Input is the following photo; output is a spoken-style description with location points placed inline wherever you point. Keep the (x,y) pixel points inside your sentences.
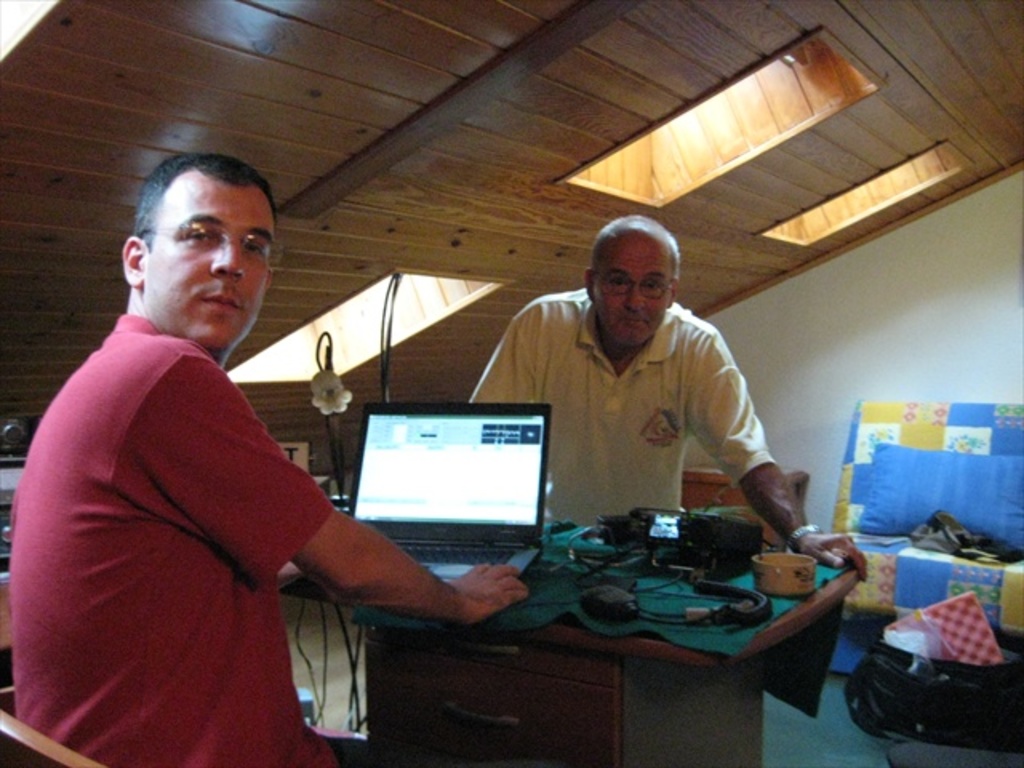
In this image there are 2 persons (272,532), one person (258,283) is sitting in chair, another person (551,487) standing near the table (589,710), and on table (517,614) there are laptop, mouse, cables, head set (722,613), box (767,571) and at back ground (983,580) there is couch (971,572), pillow (992,501), bag (885,682), papers (982,641), light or lamp (339,446), speaker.
